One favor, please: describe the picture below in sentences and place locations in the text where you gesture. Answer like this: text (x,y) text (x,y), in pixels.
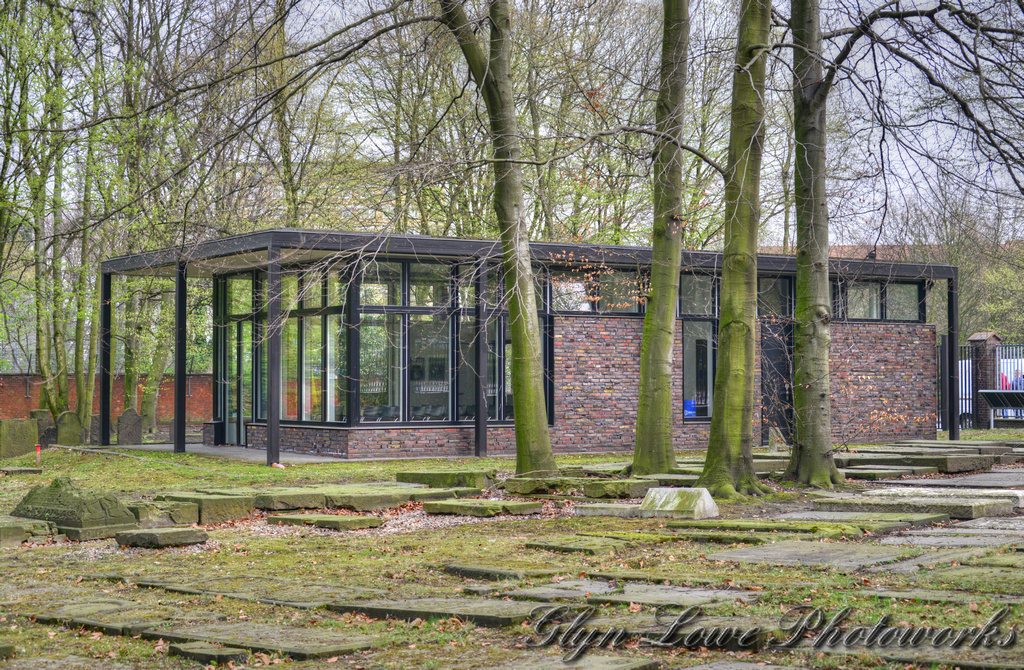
In this picture I can see a building (150,274), there are iron grilles (1011,380), there are trees (10,202), and in the background (307,16) there is the sky (307,16) and there is a watermark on the image.
